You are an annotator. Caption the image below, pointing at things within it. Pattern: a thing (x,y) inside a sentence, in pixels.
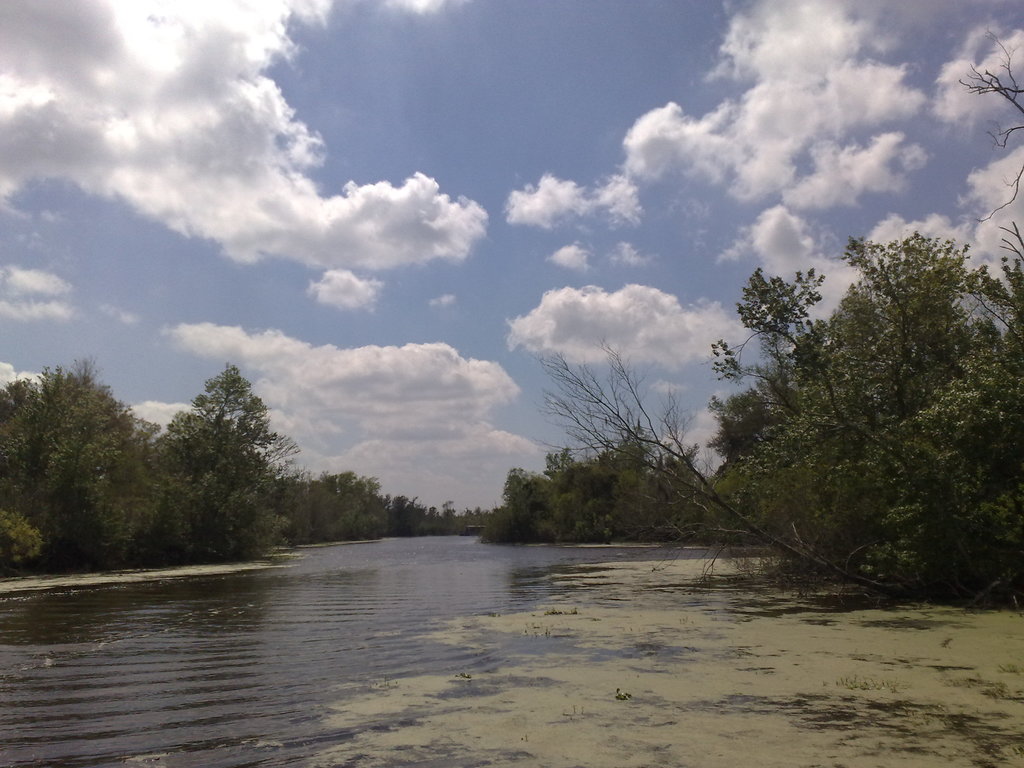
In this picture there is a river water (645,610) in the front (409,617). Behind there are some trees (624,460). On the top (527,138) we can see the sky (461,330).
